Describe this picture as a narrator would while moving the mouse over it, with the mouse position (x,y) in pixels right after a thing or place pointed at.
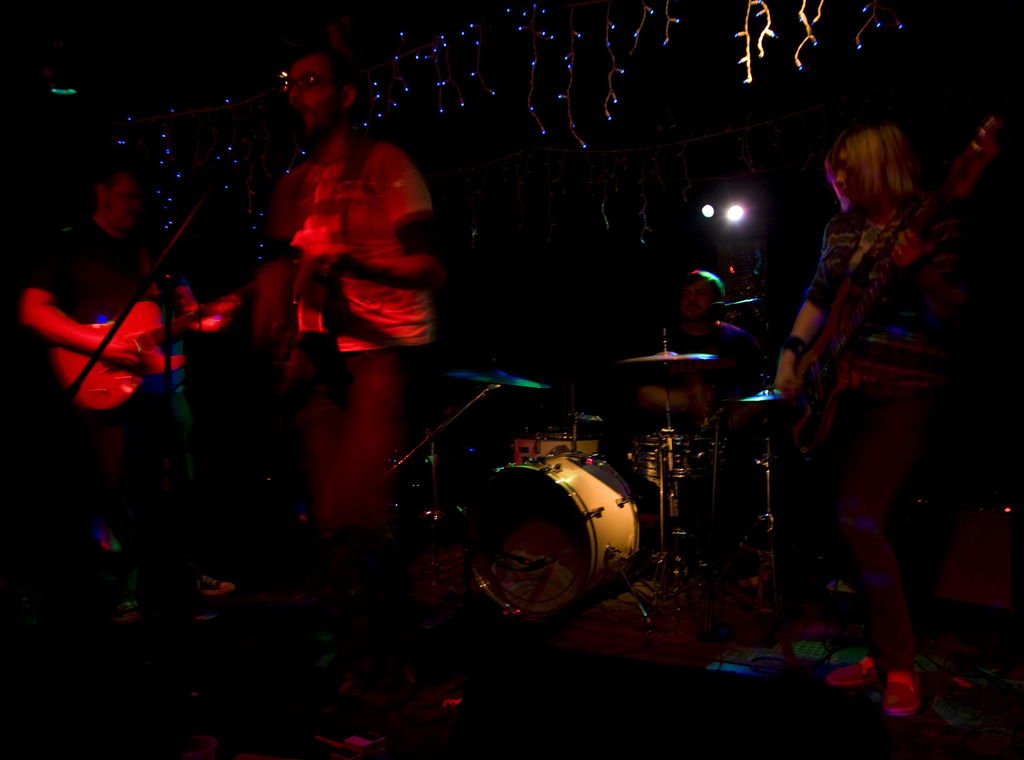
A band (126,197) is performing on a stage (532,623). Of them three are playing guitar (892,269) and a man (688,370) is playing drums (651,463).
